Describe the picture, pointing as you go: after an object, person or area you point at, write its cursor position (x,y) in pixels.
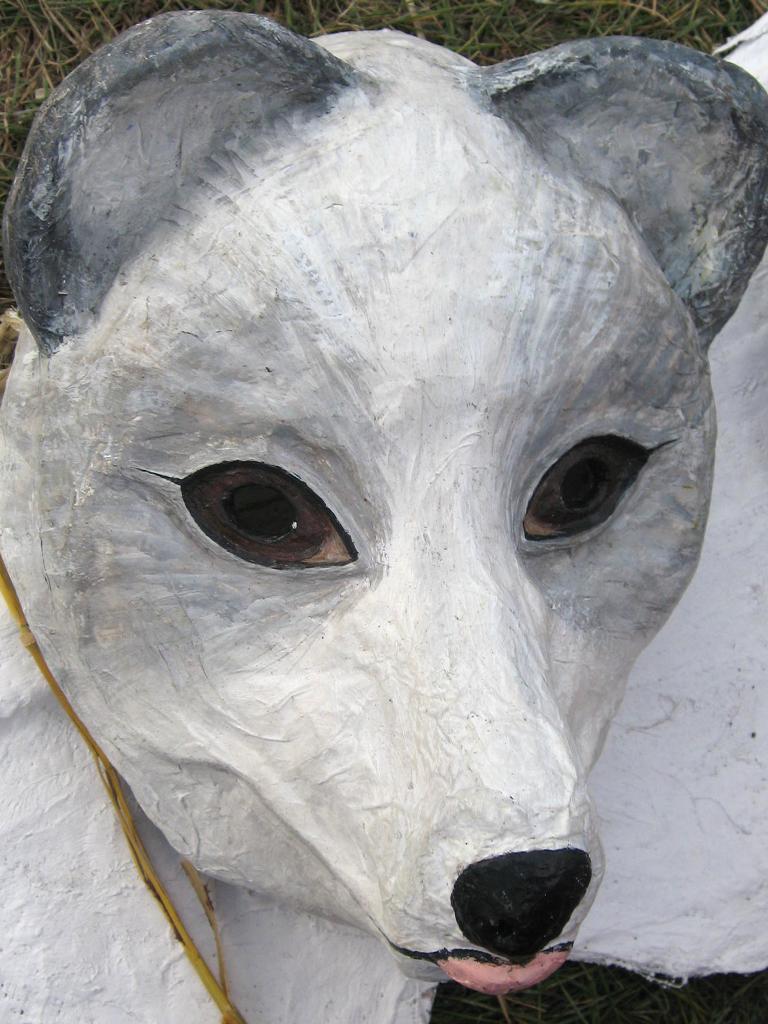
This picture shows statue of a animal (626,398) and we see grass (623,999).
